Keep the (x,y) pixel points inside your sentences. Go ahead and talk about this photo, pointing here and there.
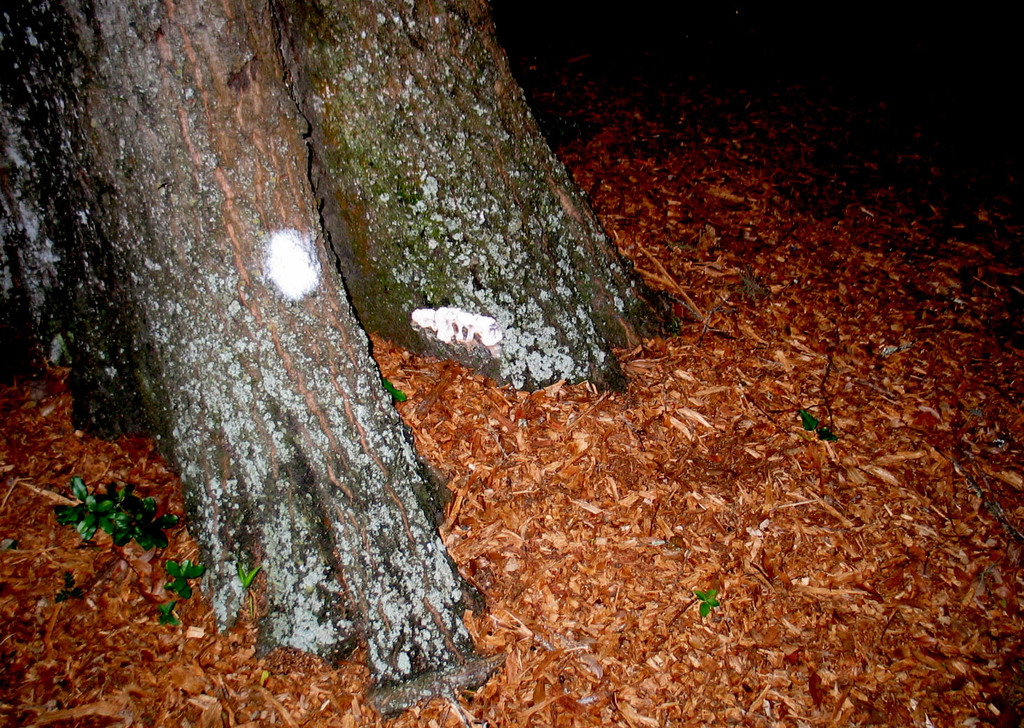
On the left side (80,170) these are the trees (225,129) and here this is the wooden powder (704,546).
